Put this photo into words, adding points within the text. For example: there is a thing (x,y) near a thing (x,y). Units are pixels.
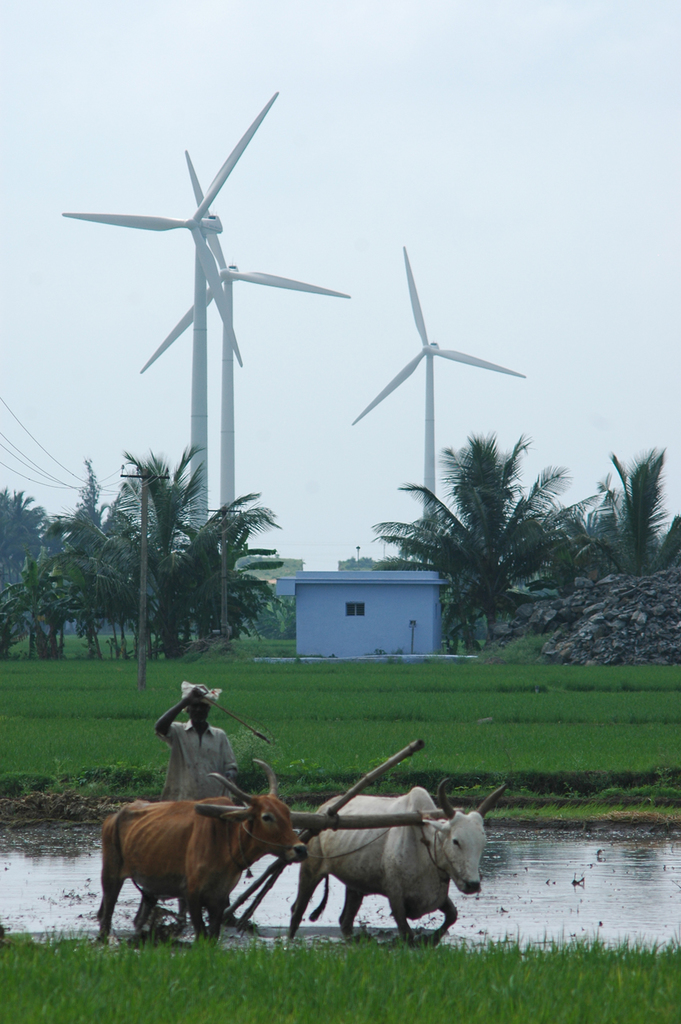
In this picture there is a man (197,716) plowing in the field (540,890) with the help of oxen (343,844) and we can see grass (350,967), water (527,883) and current pole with wires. In the background of the image (184,586) we can see house (311,592), trees (119,562), windmills (206,445) and sky (262,432).
